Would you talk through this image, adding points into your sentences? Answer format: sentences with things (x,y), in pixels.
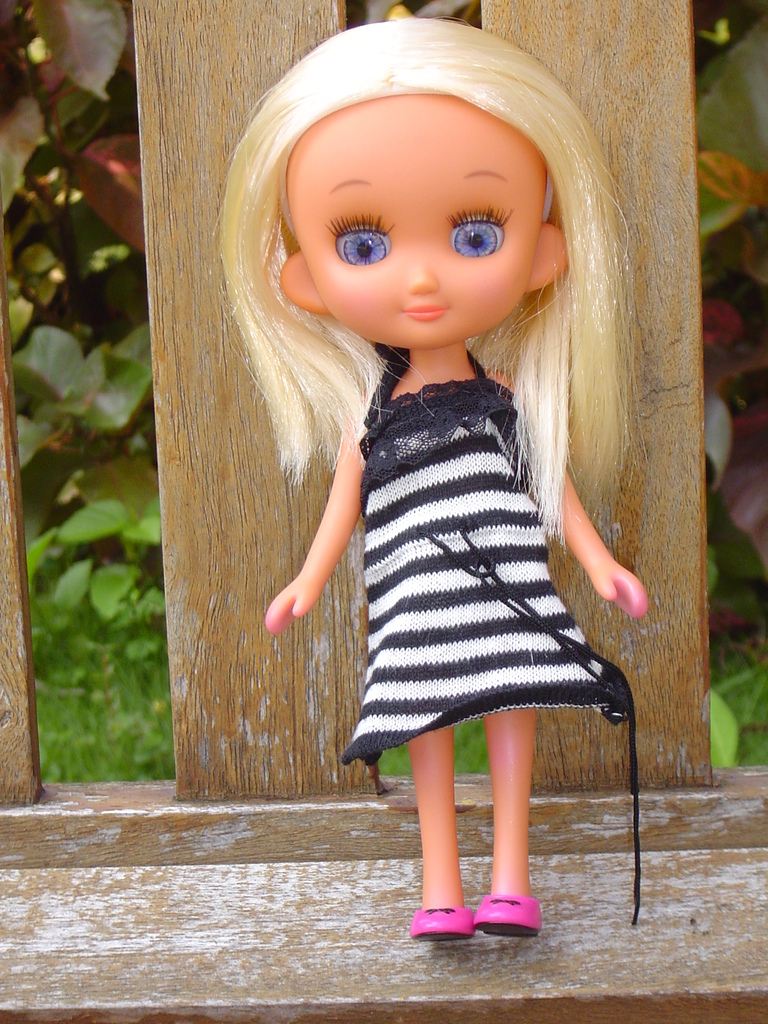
In this picture I can see a doll (597,481), there is a wooden object (239,834), and in the background (756,22) there are plants (7,57).
